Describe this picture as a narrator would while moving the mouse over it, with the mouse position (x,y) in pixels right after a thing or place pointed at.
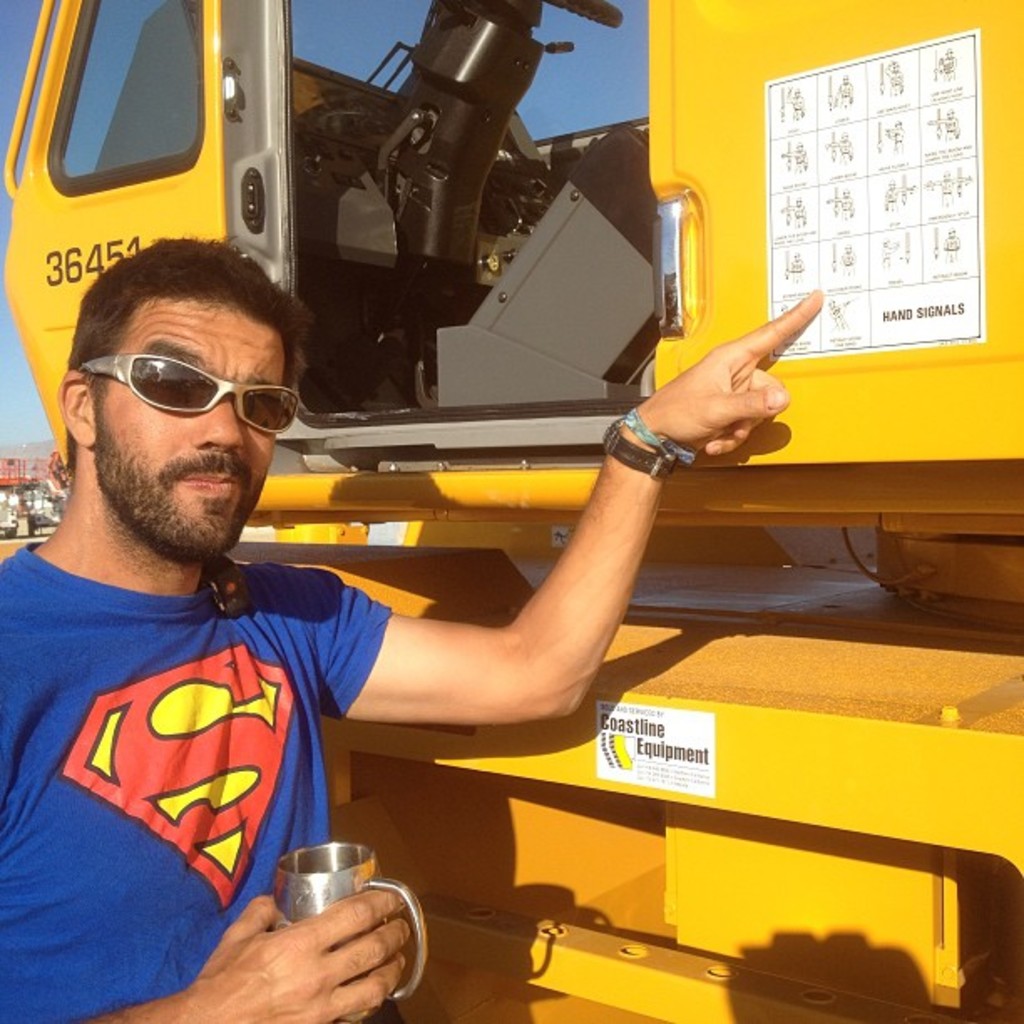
In this image, we can see a person (185,715) is holding a cup (304,868) and wearing goggles (279,416). Here we can see a vehicle (622,707). On that we can see some posters (702,768). Background (585,81) there is a sky (574,115).
